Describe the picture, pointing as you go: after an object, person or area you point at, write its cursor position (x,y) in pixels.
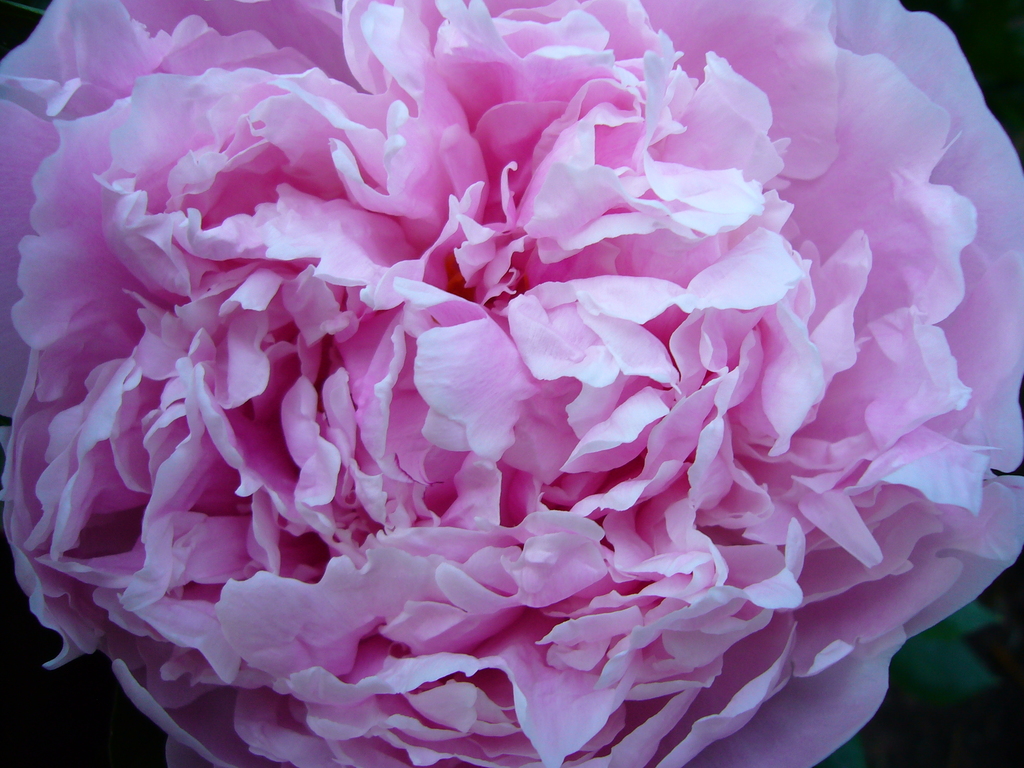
In the picture we can see a flower (619,706) which is pink in color with many petals (699,255) and under it we can see a leaf (933,681).
